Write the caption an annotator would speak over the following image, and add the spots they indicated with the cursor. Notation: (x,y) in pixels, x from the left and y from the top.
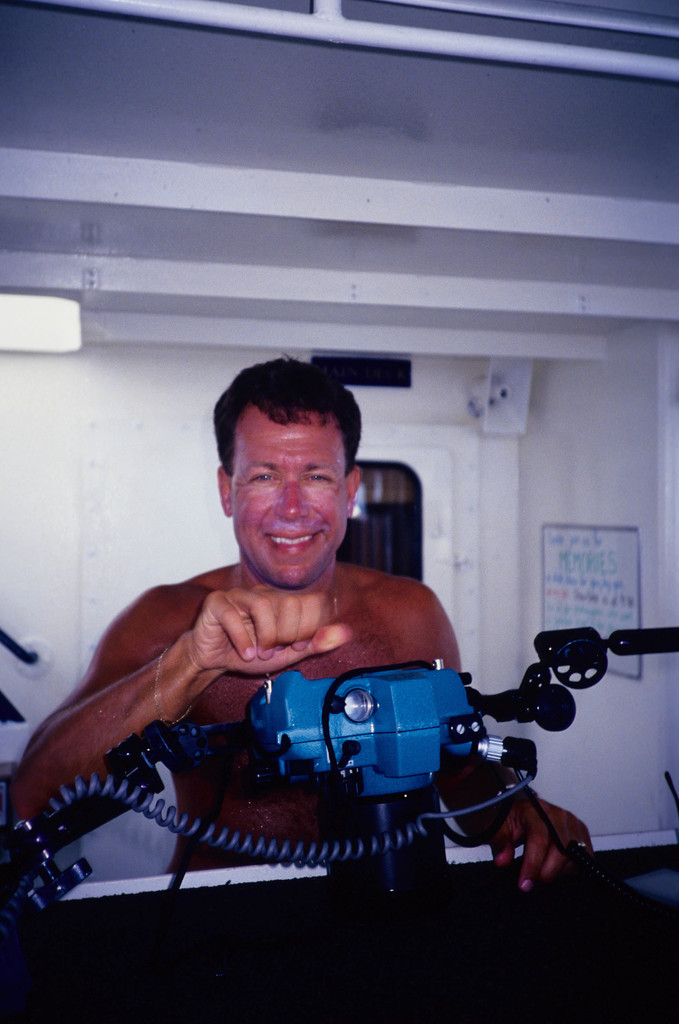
In this picture we can see a person (182,673), machine (268,708) and in the background (181,545) we can see a wall (577,507), poster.
